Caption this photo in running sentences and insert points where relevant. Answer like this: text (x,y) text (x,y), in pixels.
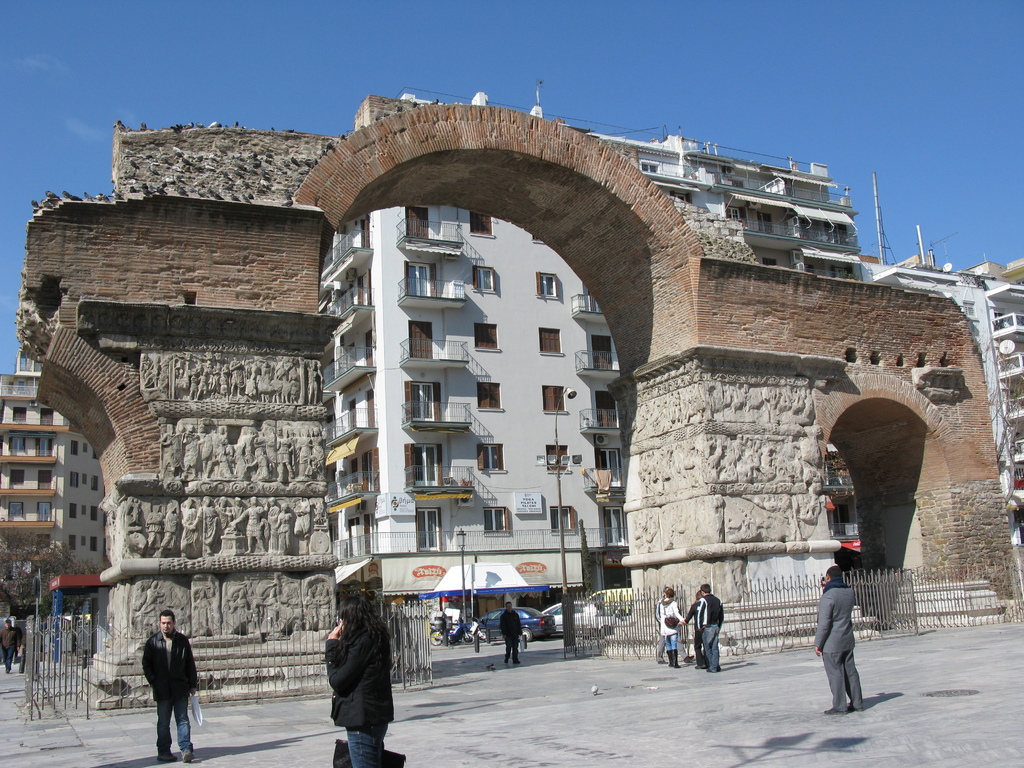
In the picture I can see buildings (515,460), fence (630,635), people (355,707) standing on the ground (596,671), poles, vehicles (525,616) and some other objects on the ground (486,686). In the background (176,52) I can see the sky (231,59).
